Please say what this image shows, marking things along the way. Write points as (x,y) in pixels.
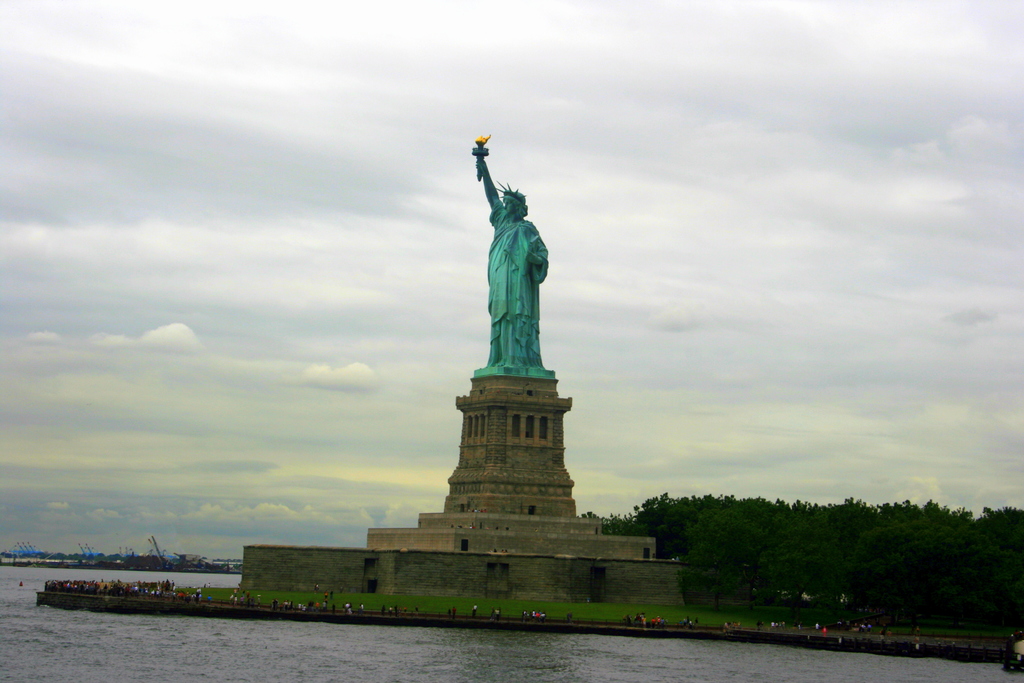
In the middle of this image (525,247), there is a statue (509,296) on a platform (506,403). Around this platform (395,568), there are persons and grass (660,613) on the ground (344,600). Around this ground (605,623), there is water (26,615). In the background (111,537), there are trees (679,522) and there are clouds (969,307) in the sky (135,90).
